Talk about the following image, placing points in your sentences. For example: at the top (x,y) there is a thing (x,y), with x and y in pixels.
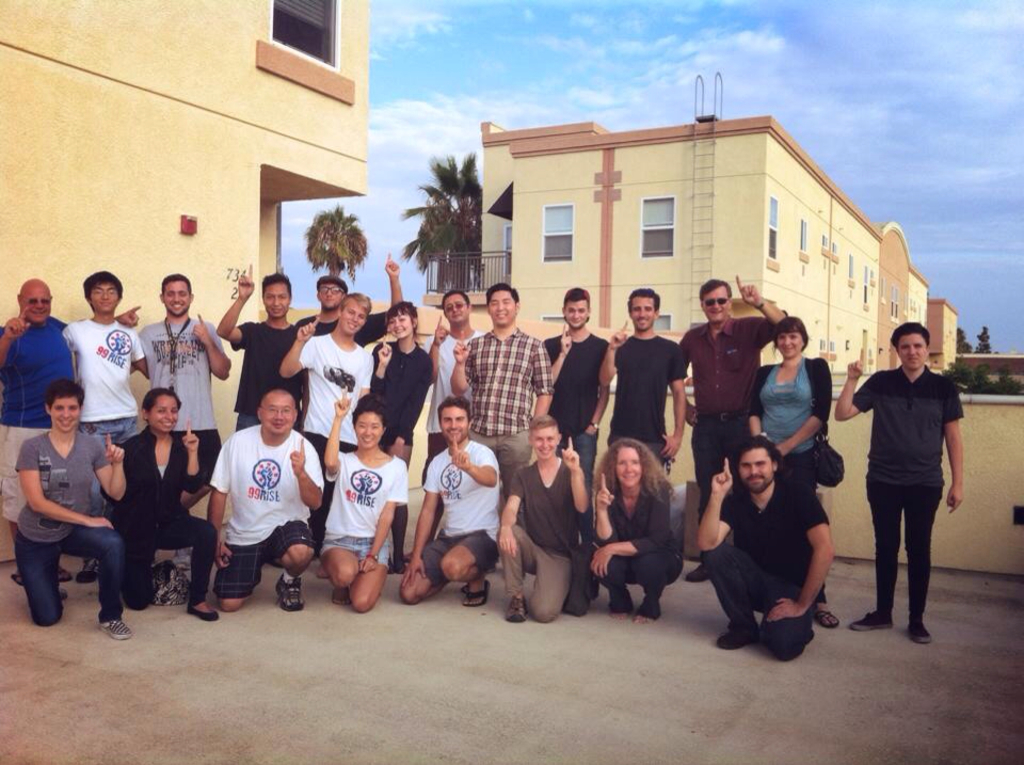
In this image we can see man (655,402) and woman (804,462) are standing and bending on knees (58,596). Behind buildings (789,270) and trees (453,229) are present. The sky (394,251) is in blue color with some clouds (801,34).
